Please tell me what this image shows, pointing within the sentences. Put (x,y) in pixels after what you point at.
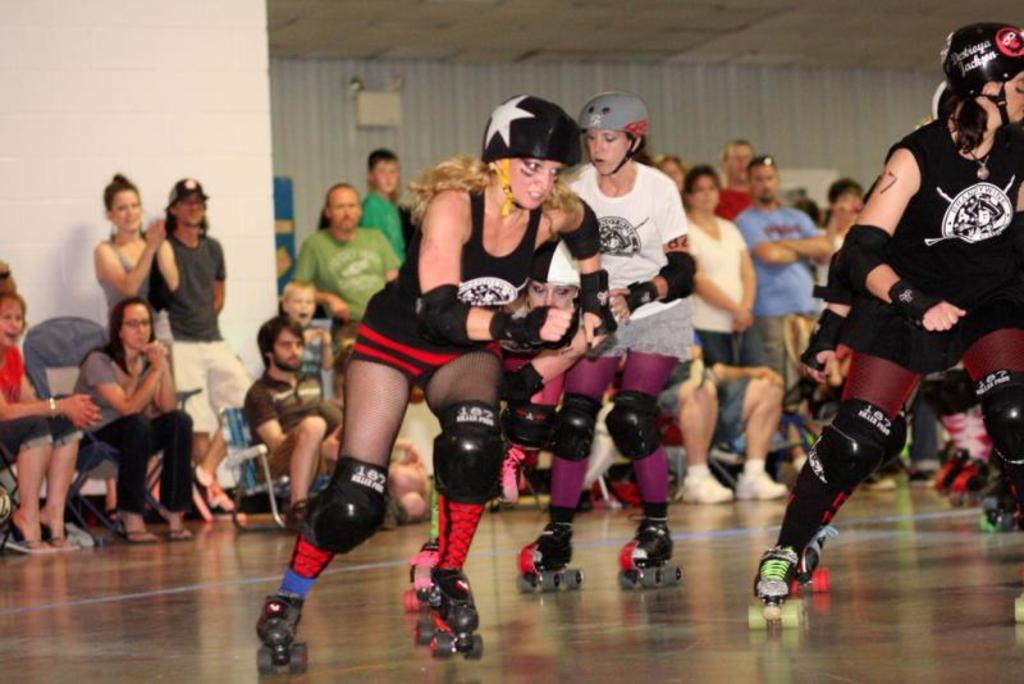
In this picture we can see four persons (567,391) skating here, they wore helmets (543,144), gloves (600,294) and shoes (558,525), in the background (791,293) there are some people (697,210) standing and some people (110,389) sitting here, we can see a wall (144,80) here.
